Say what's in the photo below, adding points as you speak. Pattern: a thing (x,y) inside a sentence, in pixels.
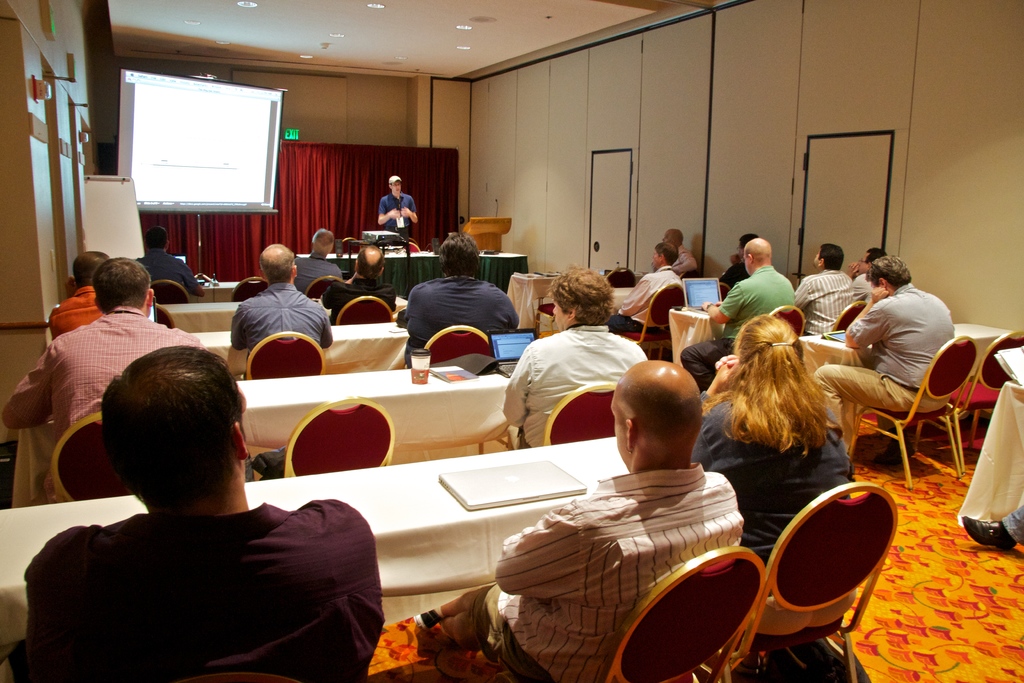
The picture of few people (746,507) sat on chairs (948,388) in front of table (439,495) and this room (11,172) seems to be conference hall (525,128) and over the background (388,208) there is a man (402,213) stood beside a projector screen (234,166) and behind him there is a curtain (359,197).
